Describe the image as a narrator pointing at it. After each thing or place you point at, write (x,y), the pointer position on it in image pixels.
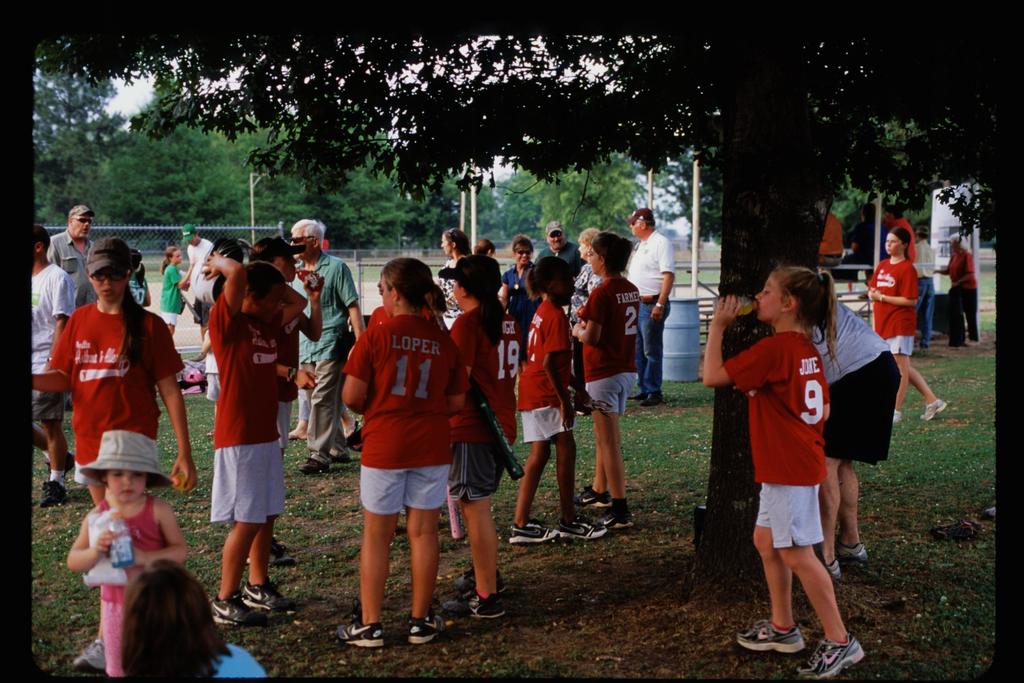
In this image I can see people (898,421), mesh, poles (253,177), trees (248,192), grass (684,505) and objects (667,367). Among them few people (796,468) are holding objects (116,543).
